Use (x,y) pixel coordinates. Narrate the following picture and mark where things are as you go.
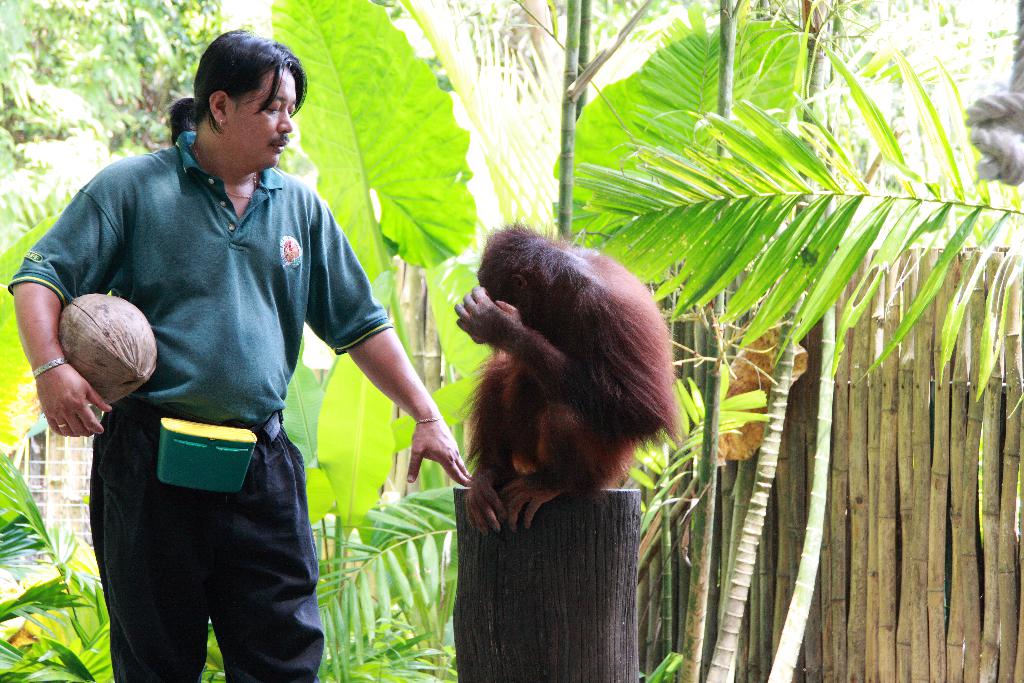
On the background (494,65) we can see trees (392,42). Here we can see a monkey (532,504) sitting on a tree stump (596,571). Beside to it we can see a man (242,561) standing and he is holding something in his hand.
